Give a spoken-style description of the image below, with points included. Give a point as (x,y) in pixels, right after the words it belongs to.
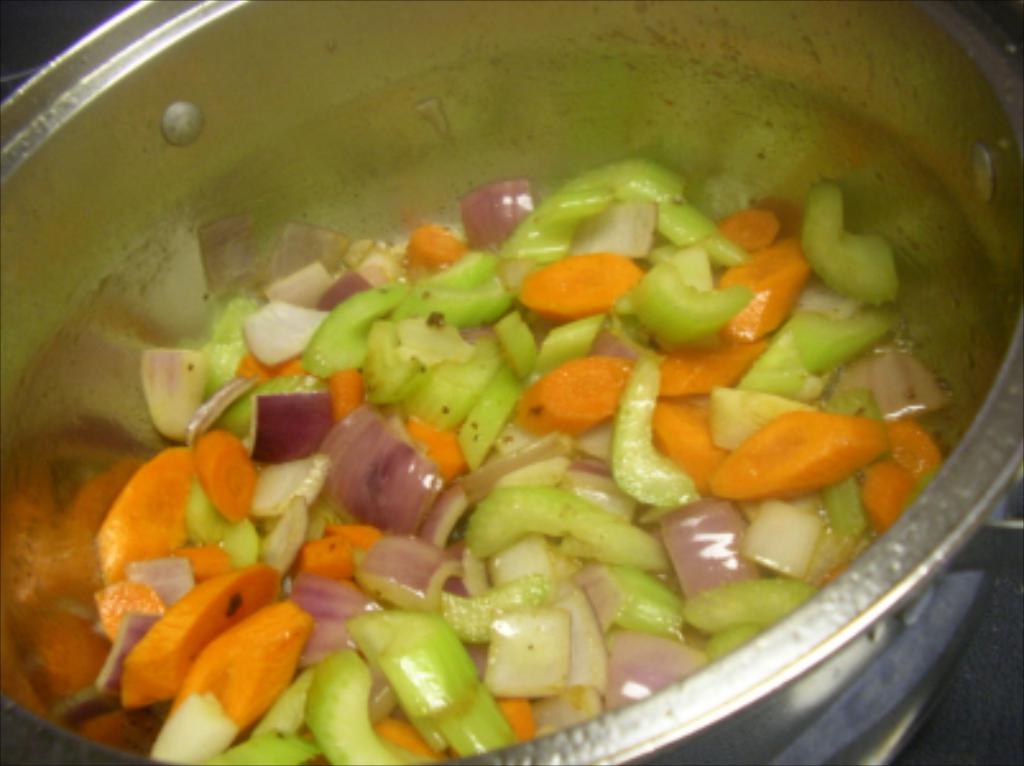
In this image we can see a bowl (20,615) with some food (238,417).
